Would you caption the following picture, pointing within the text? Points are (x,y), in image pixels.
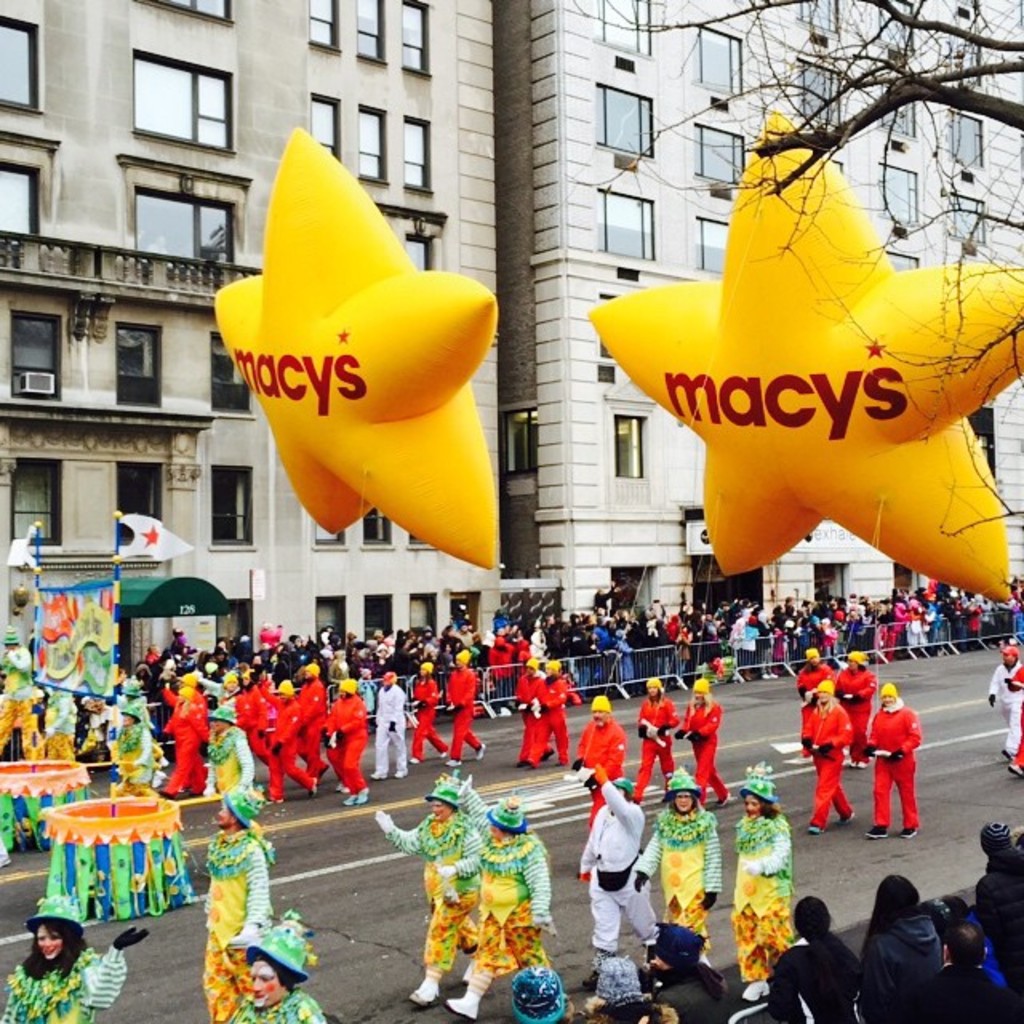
In this image we can see a road (317,830). On the road (489,736) there are many people (263,722). Some are wearing caps (609,711). On the sides of the road (770,711) there is a crowd (929,924). Some are holding balloons (374,486) in the shape of star. On the balloons (470,372) something is written. There are buildings (422,161) with windows (230,237). On the right side (772,145) we can see branches (897,110) of a tree (936,94).
